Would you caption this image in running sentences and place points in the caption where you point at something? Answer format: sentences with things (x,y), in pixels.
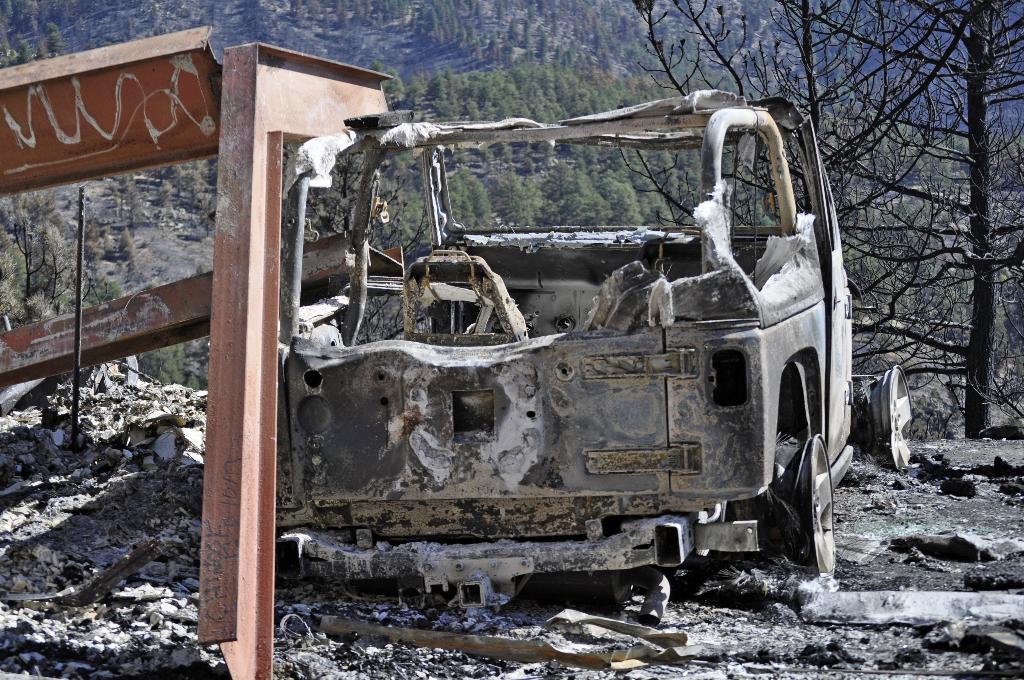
In the image there is a burned vehicle (464,316) in the front (458,530), in the back (581,60) there are hills (474,68) with trees (504,192) all over it.
